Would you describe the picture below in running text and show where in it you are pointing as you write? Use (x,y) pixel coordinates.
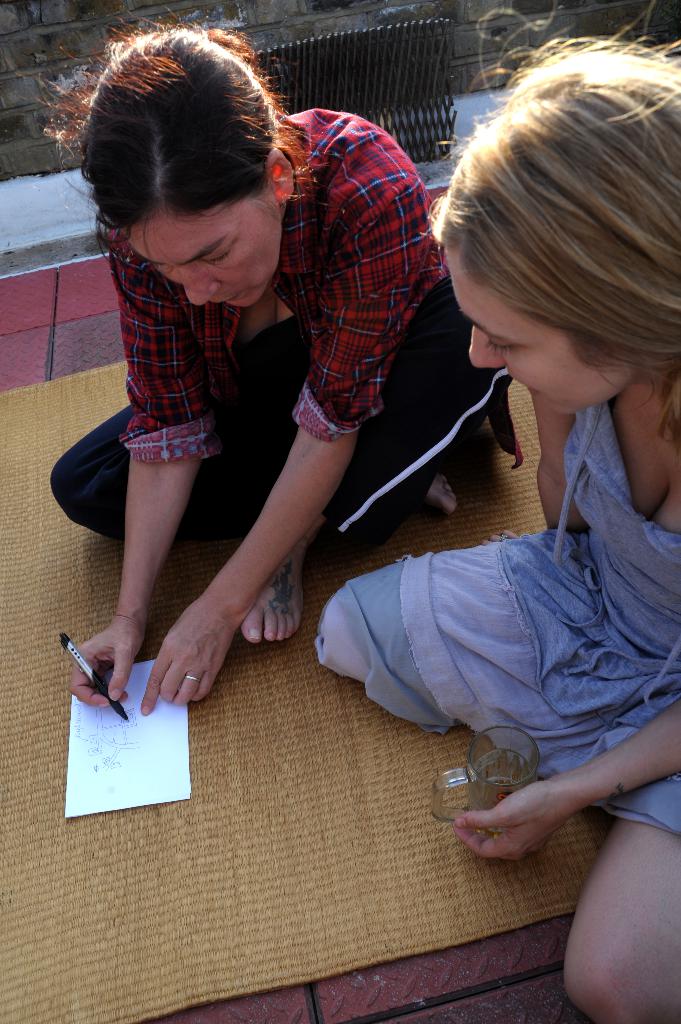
These 2 beautiful girls (445,446) are sitting and looking into this paper (129,739).
